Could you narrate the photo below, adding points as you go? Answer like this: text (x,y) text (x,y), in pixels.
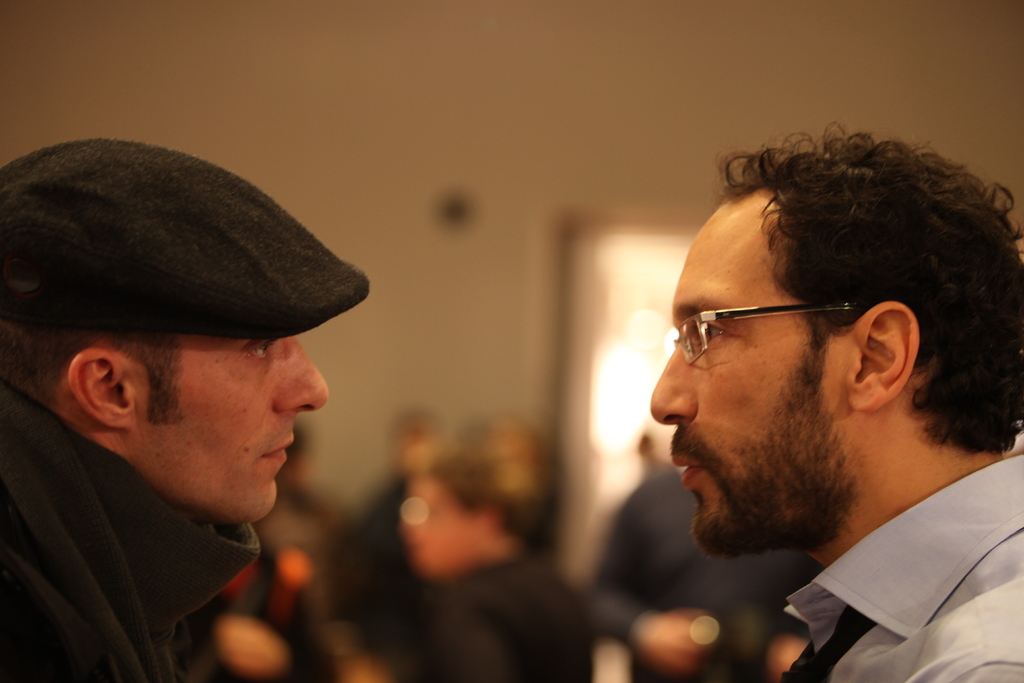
In this image, I can see two men (880,596). This man (174,474) wore a hat (194,244) and a jerkin (142,608) and the other man (856,548) wore spectacle (700,338), shirt (875,663) and tie (818,669). The background (488,576) looks blurry.
